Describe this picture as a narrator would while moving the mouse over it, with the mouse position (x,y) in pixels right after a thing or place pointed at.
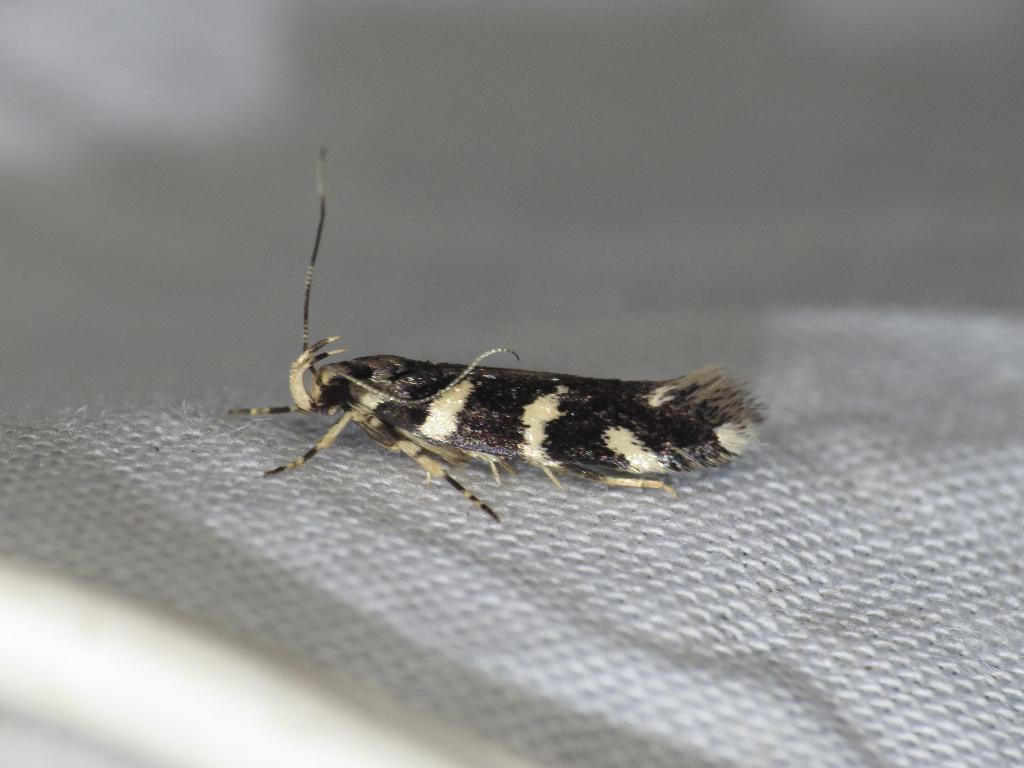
As we can see in the image, there is black and white color insect (541,423) on white color cloth (664,611).
